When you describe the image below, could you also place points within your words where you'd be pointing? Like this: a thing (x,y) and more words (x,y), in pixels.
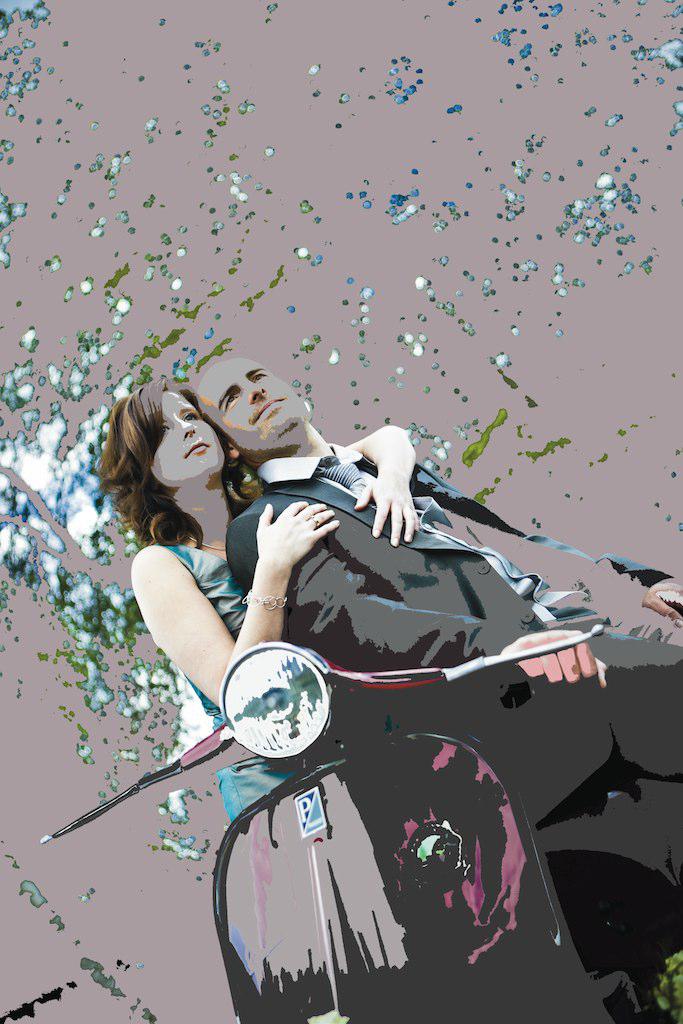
In this picture we can observe a painting (193,565) of a couple (363,583). We can observe a man (327,547) wearing a suit (350,548) and sitting on the scooter (266,809). Behind him there is a woman (167,584). In the background (392,111) we can observe some dots (117,166) which are in blue and white color.
